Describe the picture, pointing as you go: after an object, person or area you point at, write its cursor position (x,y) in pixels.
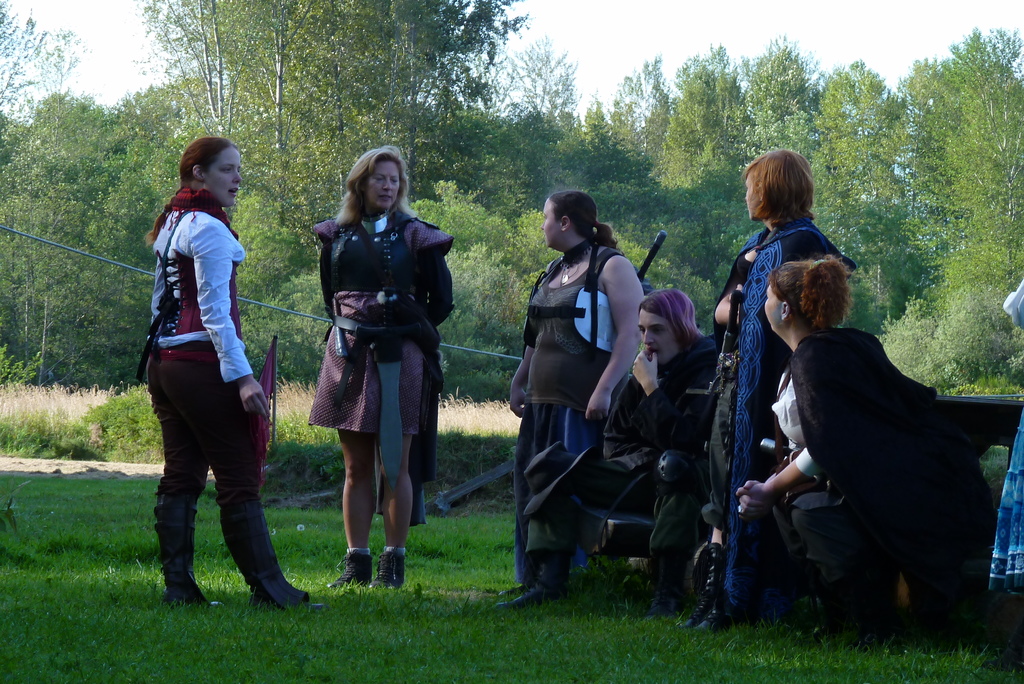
In this image, we can see people (191,432) wearing coats (955,495) and some are sitting on the bench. In the background (459,201), there are trees (490,250) and we can see a stick (638,277), flag (270,361) and plants (286,394). At the bottom (289,627), there is ground (216,624).
